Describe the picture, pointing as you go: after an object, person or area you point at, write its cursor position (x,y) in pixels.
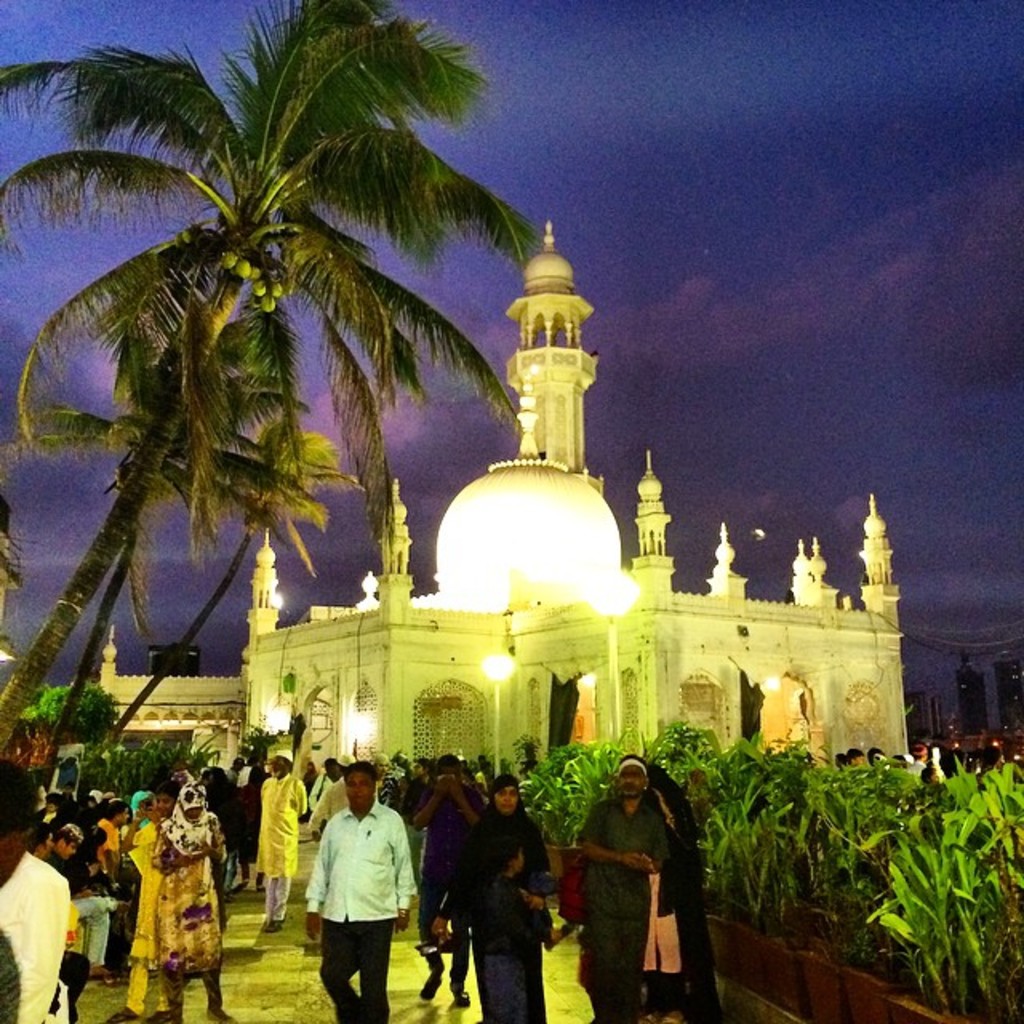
This image consists of many people (320,905). At the bottom (310,1020), there is a road (287,976). On the right (838,905), there are plants (938,865). On the left (249,496), we can see the coconut trees (276,310). At the top (600,62), there are clouds (731,514) in the sky (922,676). In the middle (668,681), it looks like a mosque (550,702). It is in white color.
